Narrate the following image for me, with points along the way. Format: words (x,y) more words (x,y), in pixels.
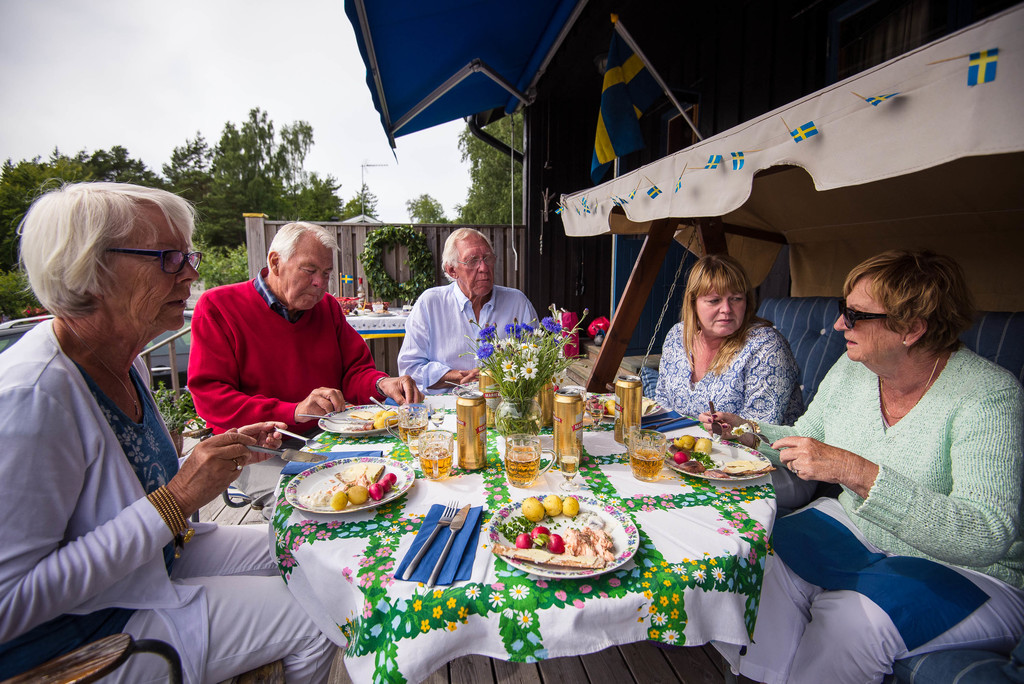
As we can see in the image there are trees (189,157), sky (140,78), chairs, sofa (785,317) and a table (551,396). On table (481,509) there is a fork (437,532), knife (454,537), plates (554,516), tins (621,404), glass (655,446) and vegetables (379,477).
